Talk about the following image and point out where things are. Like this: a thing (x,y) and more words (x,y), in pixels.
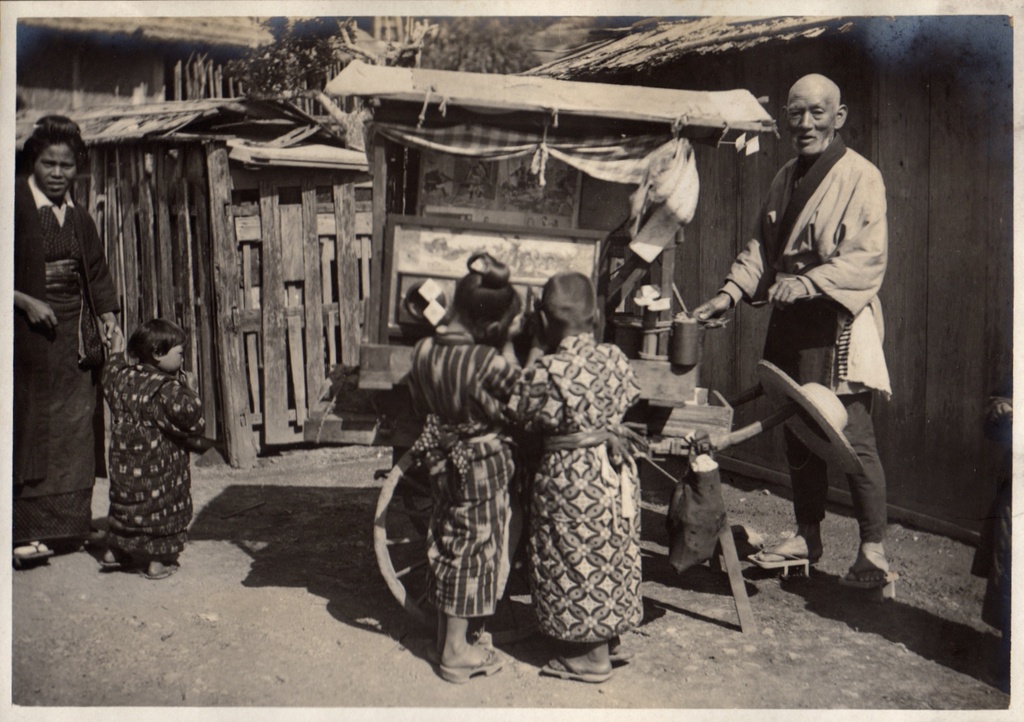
In this picture there are two kids (467,501) standing in front of a wooden vehicle (554,267) which has some objects (535,210) in it and there are few persons (164,364) standing on either sides of the vehicle (552,201) and there are wooden houses (747,72) and a fence wall (246,211) in the background (646,41).
